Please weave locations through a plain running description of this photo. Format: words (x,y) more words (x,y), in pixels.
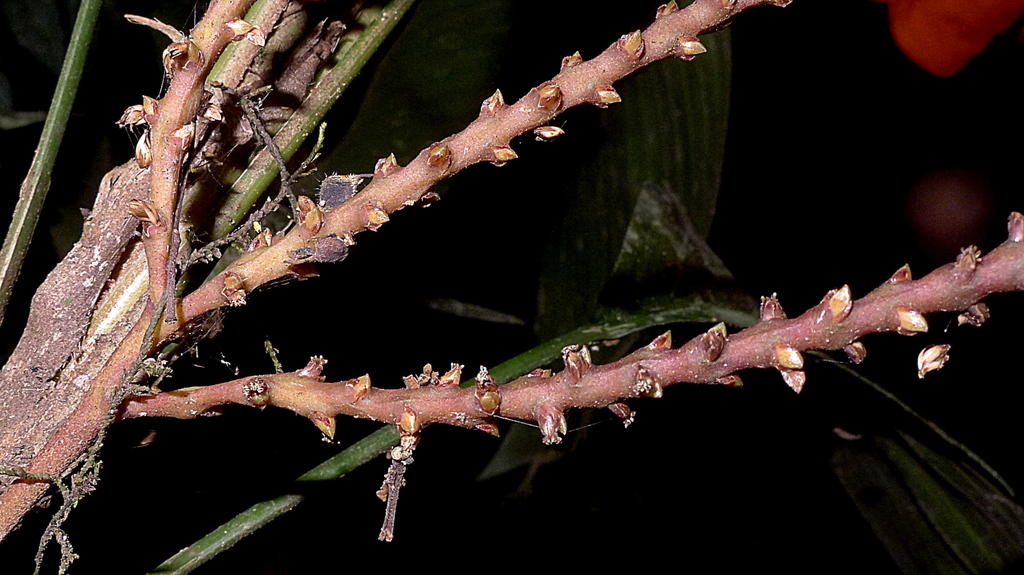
In the picture there is a stem (572,386) present.
